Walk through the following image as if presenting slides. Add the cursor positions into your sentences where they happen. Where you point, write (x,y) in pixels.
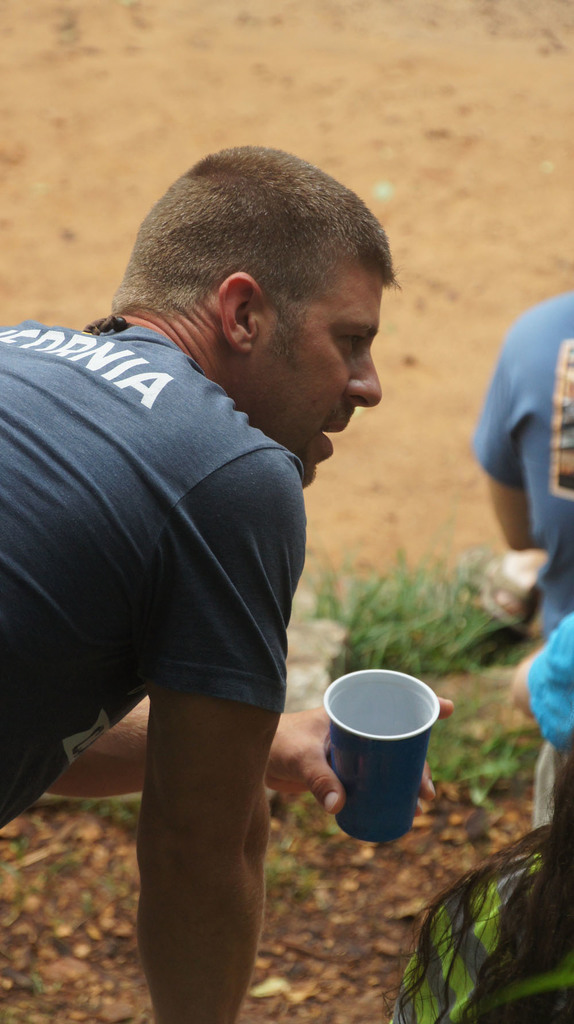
As we can see in the image there is grass (434,572), three people (72,475) and glass (361,718).
